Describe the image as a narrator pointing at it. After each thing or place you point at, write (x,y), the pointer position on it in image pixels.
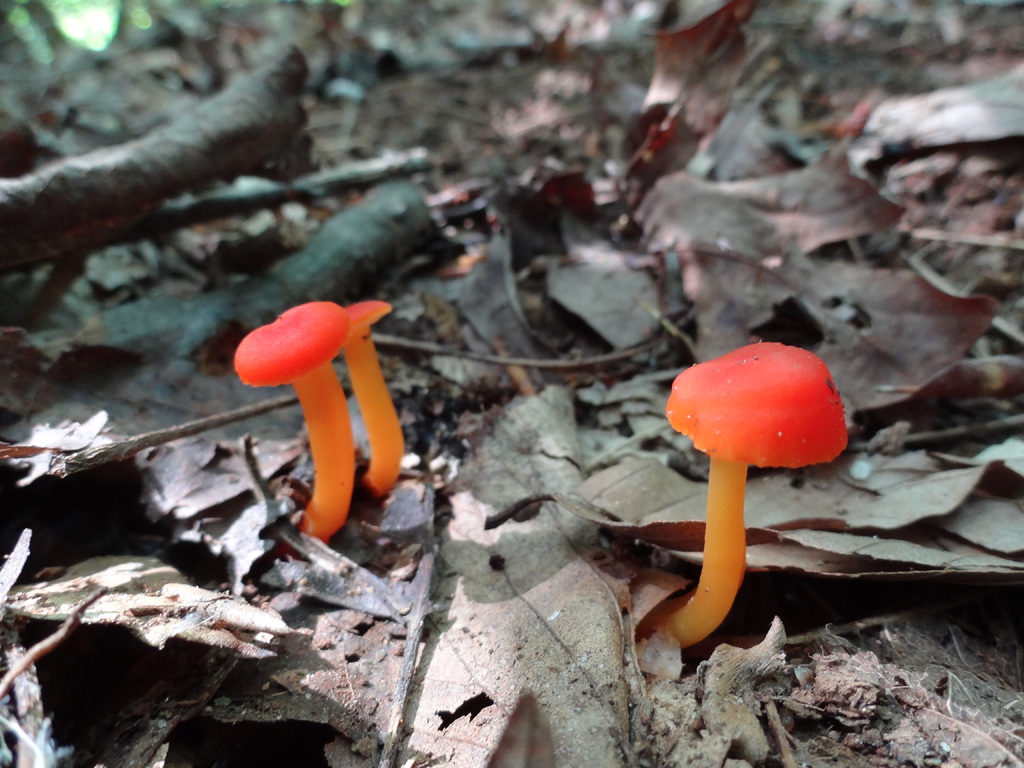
In this image there are three mushrooms (326,403) on the surface (574,422) of dry leaves (535,277).
